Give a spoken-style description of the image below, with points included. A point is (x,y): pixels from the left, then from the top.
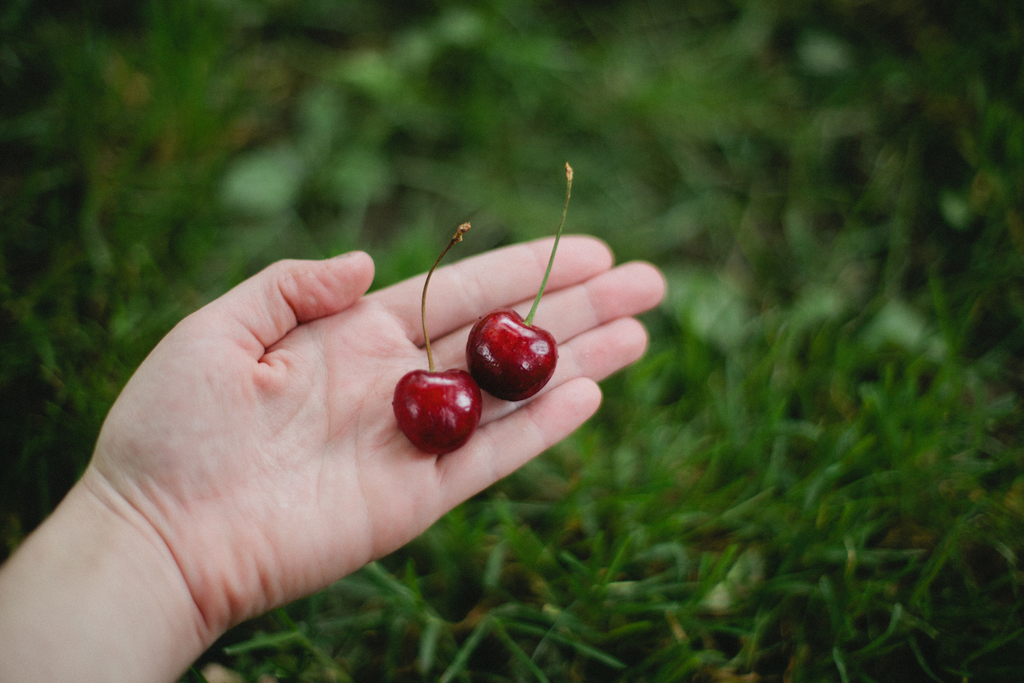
In this picture I can see there is a person (367,485) holding two berries (482,379) and in the backdrop (671,528) there is grass (691,242) and the backdrop (622,553) is blurred.
